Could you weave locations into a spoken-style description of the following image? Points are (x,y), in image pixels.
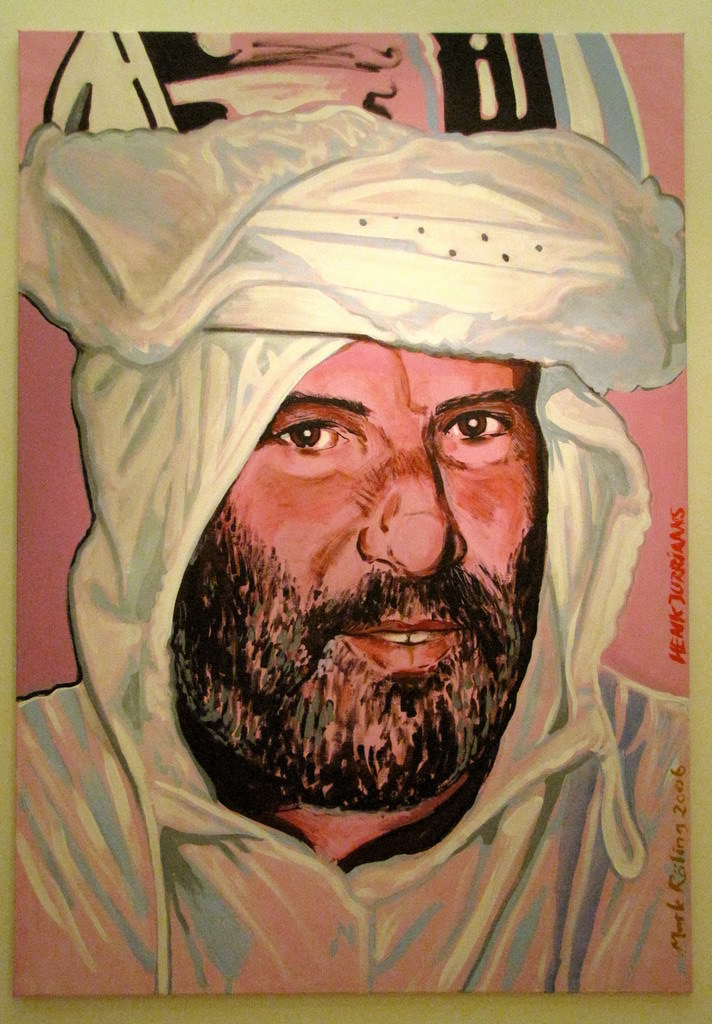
In the foreground of this image (523,561), there is a frame (424,600), on which there is a painting (305,829) of a man (320,899) which is on the white surface (590,1011).
